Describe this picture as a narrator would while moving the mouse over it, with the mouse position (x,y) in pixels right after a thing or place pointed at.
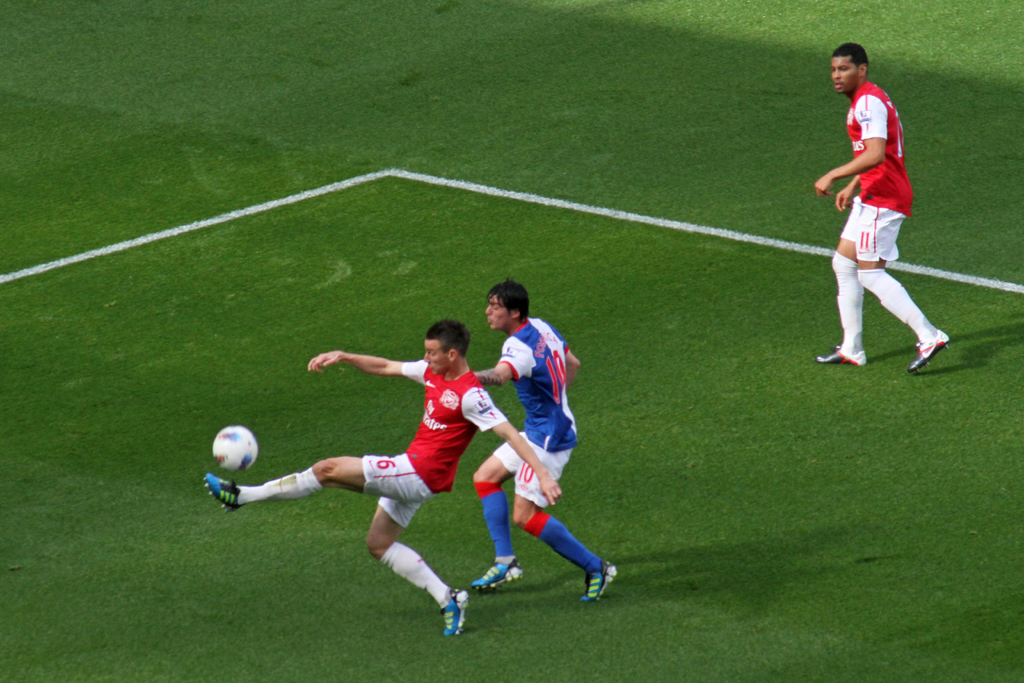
In this image we can see three men (393,457) are playing football (233,459) on the grassy land (739,425). Two men (444,419) are wearing red and white color dress (867,239) and one man (535,475) is wearing blue and white color dress (534,368).
